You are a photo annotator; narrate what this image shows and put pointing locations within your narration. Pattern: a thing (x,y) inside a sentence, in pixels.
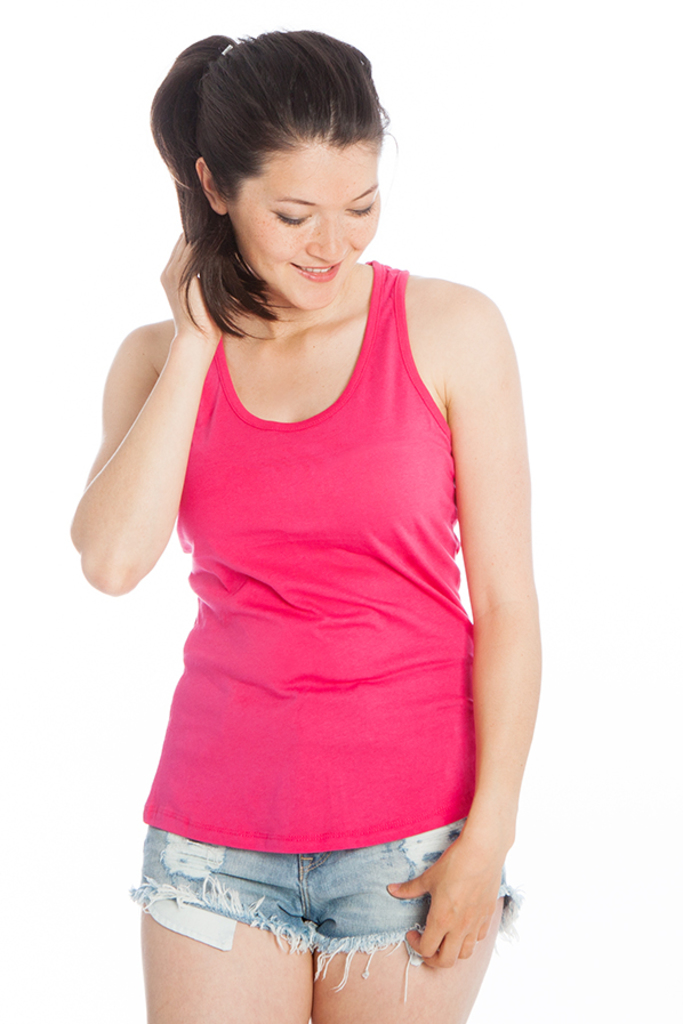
In this image, we can see a woman (330,521) standing and smiling. There is white background (674,970).
